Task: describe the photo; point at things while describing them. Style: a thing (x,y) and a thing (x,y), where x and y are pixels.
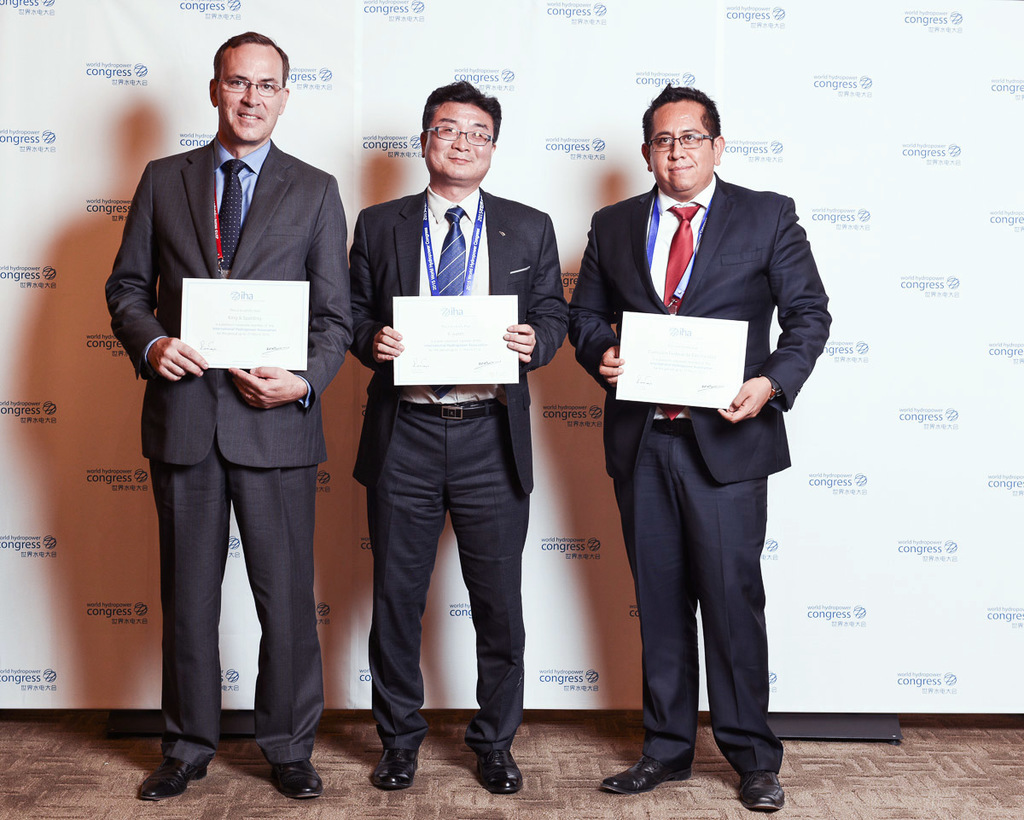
In the image there are three men (544,268) standing and holding certificates (678,348) in their hands (290,390). They kept spectacles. Behind them there is a banner (284,117) with text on it.
